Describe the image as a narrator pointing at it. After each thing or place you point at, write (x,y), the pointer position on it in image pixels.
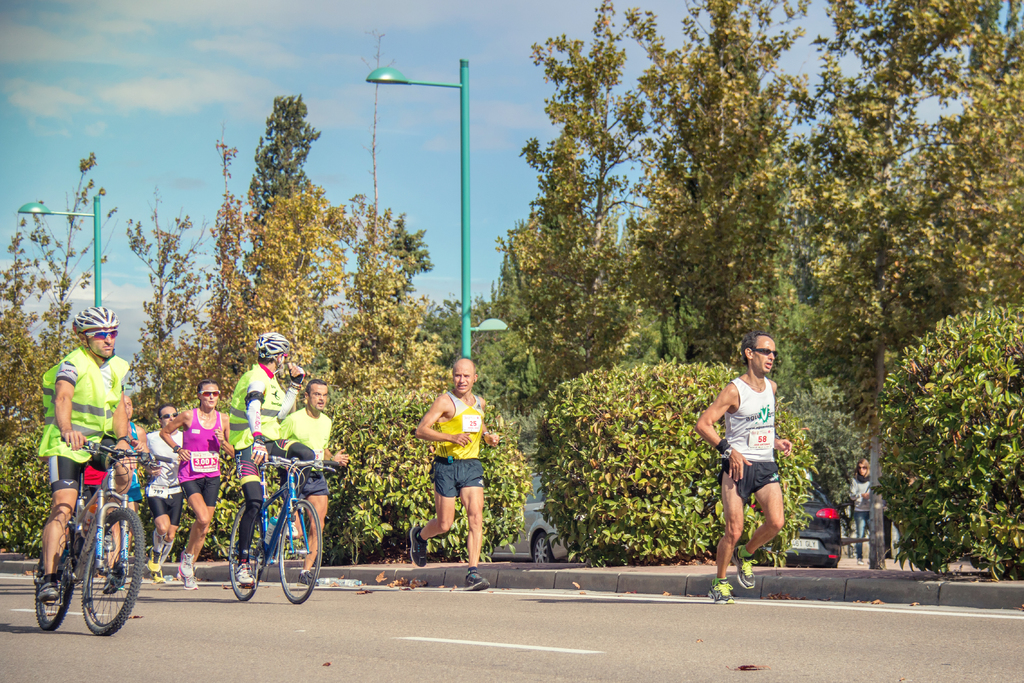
In this image, we can see two persons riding bicycles (83,572), there are some people (204,524) running, there are some green color trees (601,341), at the top (99,130) there is a sky (291,84).
